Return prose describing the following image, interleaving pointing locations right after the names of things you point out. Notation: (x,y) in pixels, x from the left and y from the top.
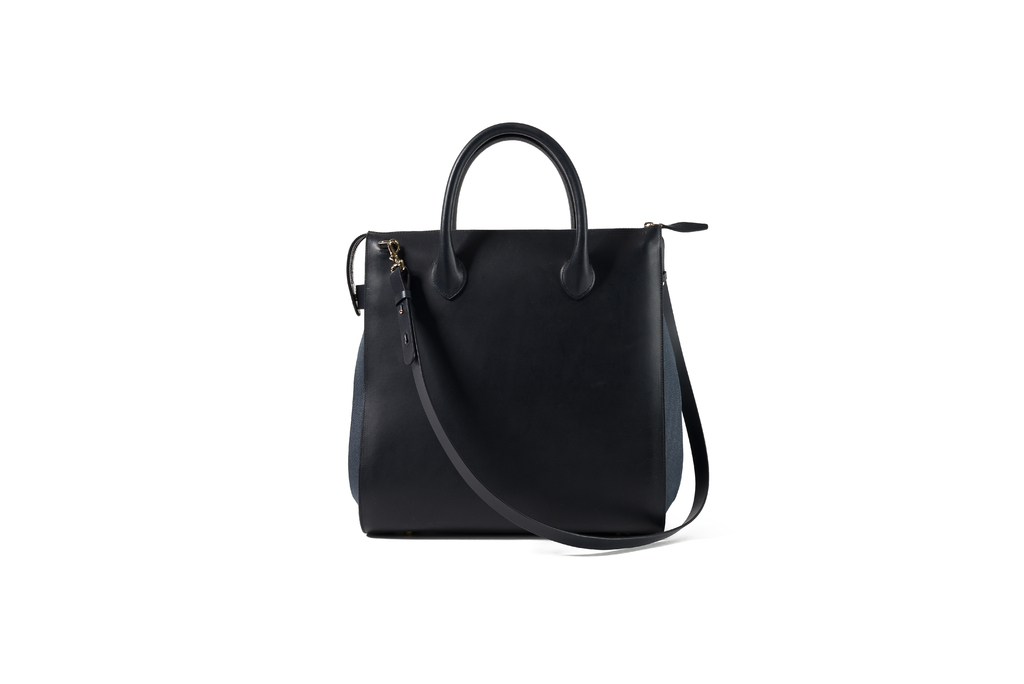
In the image there is a black handbag (520,371) and the background (47,48) is white.
